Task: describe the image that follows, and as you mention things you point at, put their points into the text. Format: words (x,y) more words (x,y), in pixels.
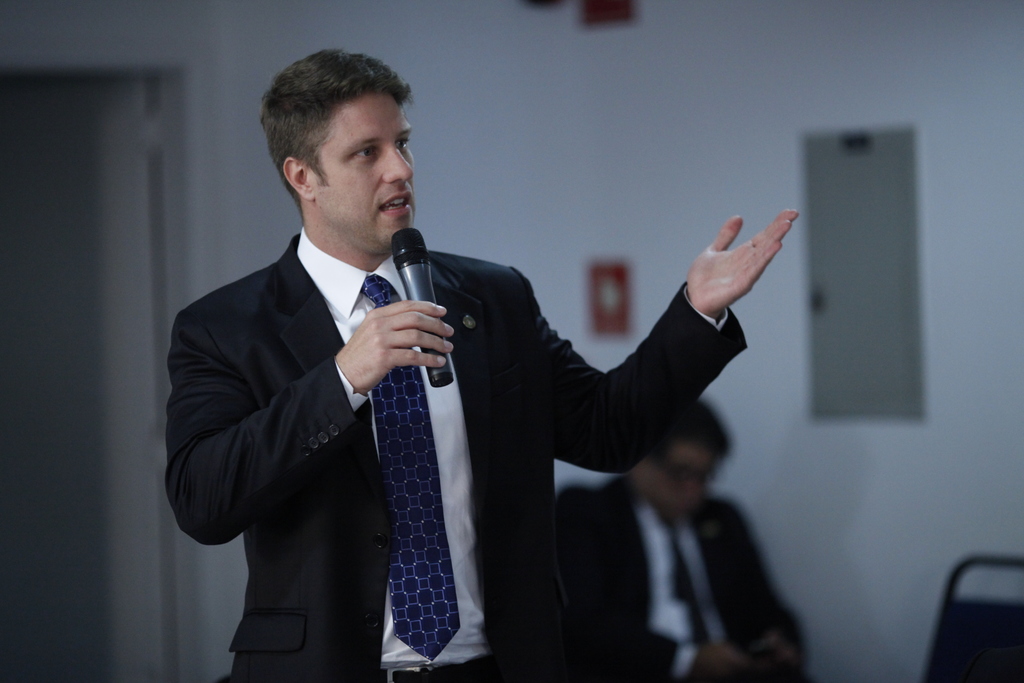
there is a man (368,93) standing holding a microphone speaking in it behind him there is another man (674,614) sitting.
